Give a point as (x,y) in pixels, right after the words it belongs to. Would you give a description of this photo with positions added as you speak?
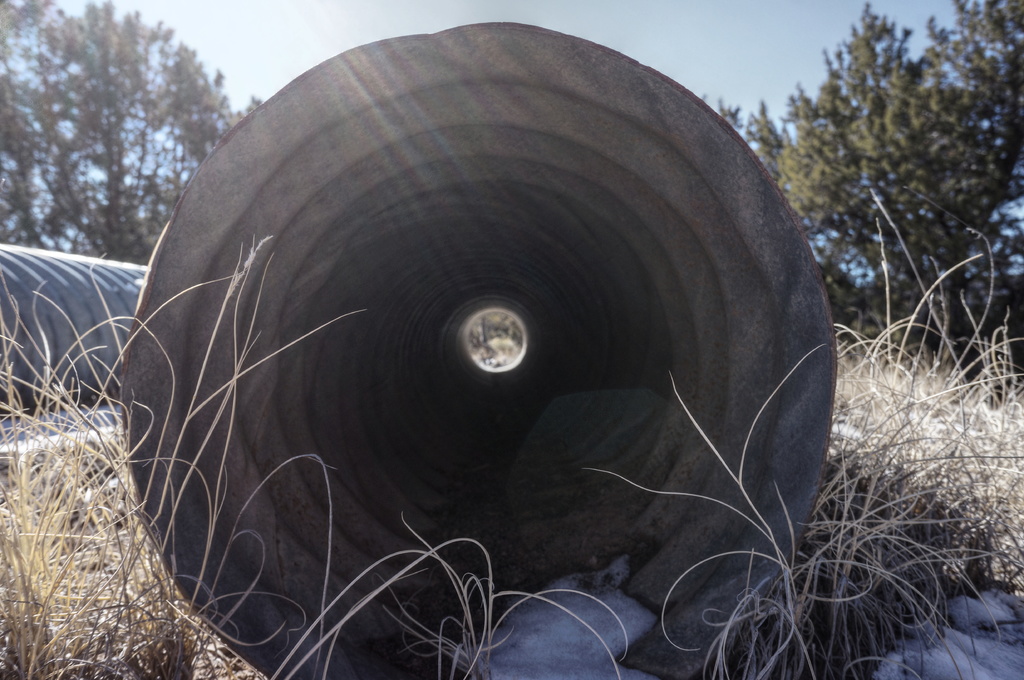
In this picture I can observe metal tunnel (343,378) in the middle of the picture (572,245). I can observe some dried grass (887,450) on the ground (852,479). In the background (879,172) there are trees (87,207) and sky (697,22).
